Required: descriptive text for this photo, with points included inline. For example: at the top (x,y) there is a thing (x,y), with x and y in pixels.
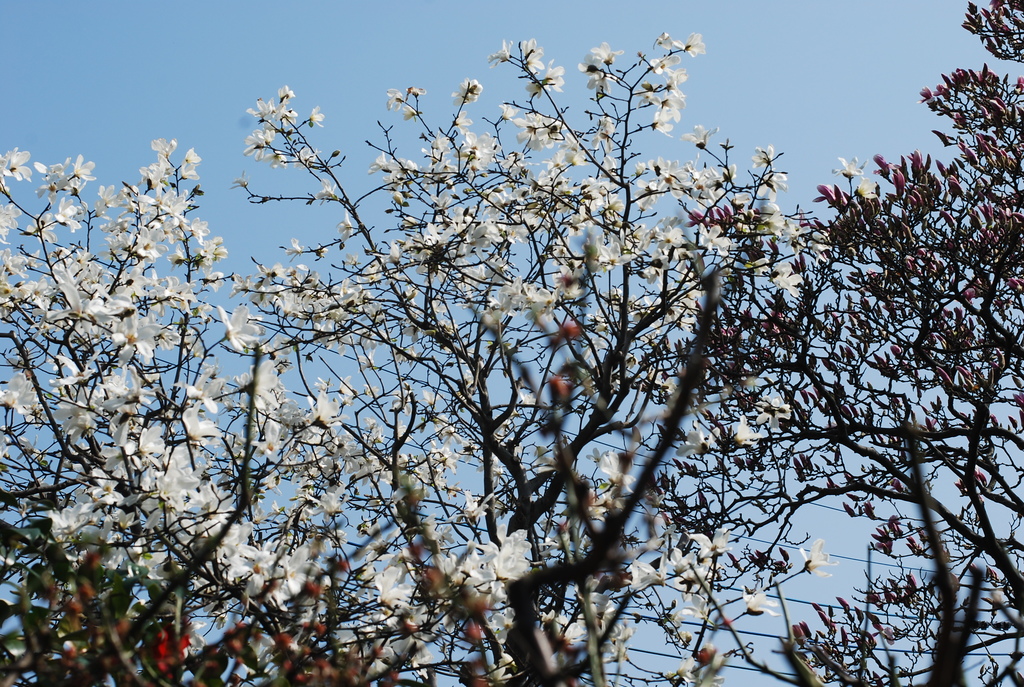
In the image we can see some trees (1008,543) and flowers (535,178). Behind the trees (349,199) there is sky (4,14).
